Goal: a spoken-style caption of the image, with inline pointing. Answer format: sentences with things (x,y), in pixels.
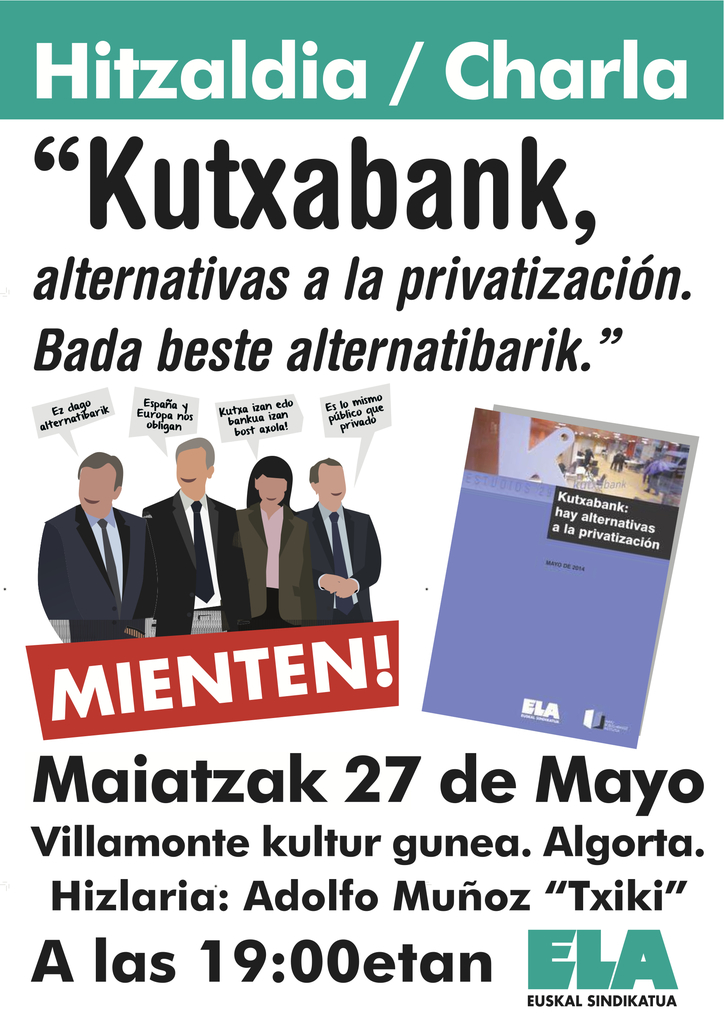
In the image we can see the poster (287,622), on the poster (287,622) we can see the animated pictures (260,584) of the people (208,571) wearing clothes (225,568) and the text (457,257).
